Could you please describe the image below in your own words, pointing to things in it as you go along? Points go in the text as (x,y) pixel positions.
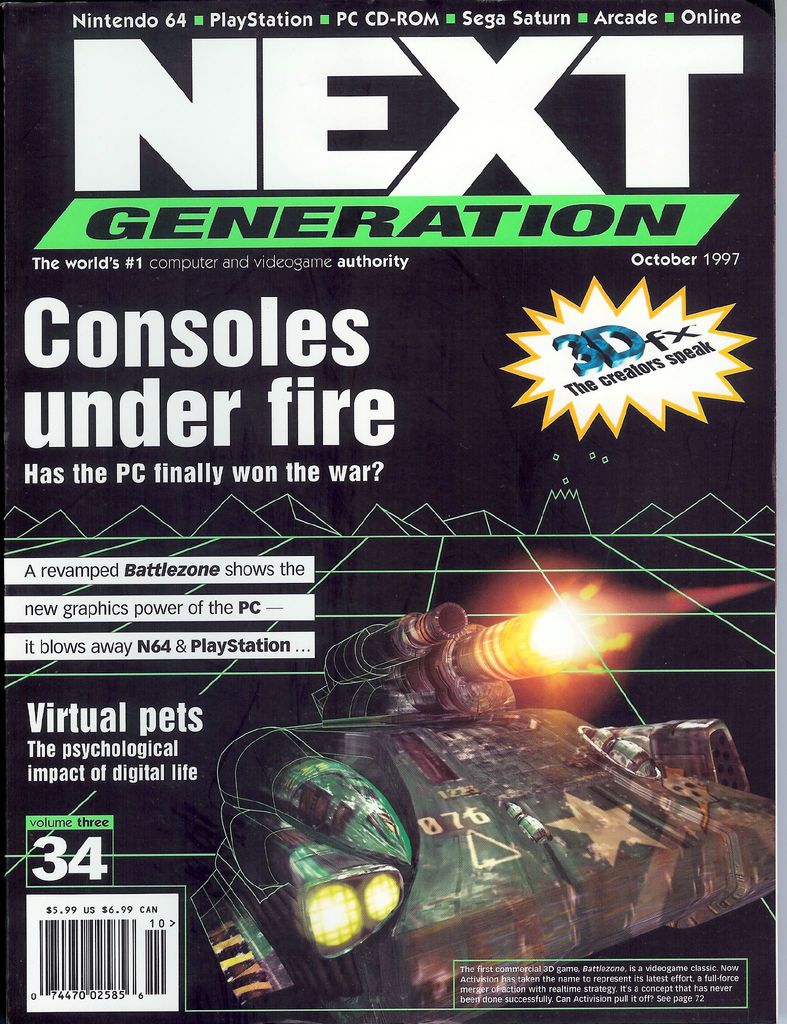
In this image we can see a poster (384,464) with text (488,147), and picture (526,679) on it.
